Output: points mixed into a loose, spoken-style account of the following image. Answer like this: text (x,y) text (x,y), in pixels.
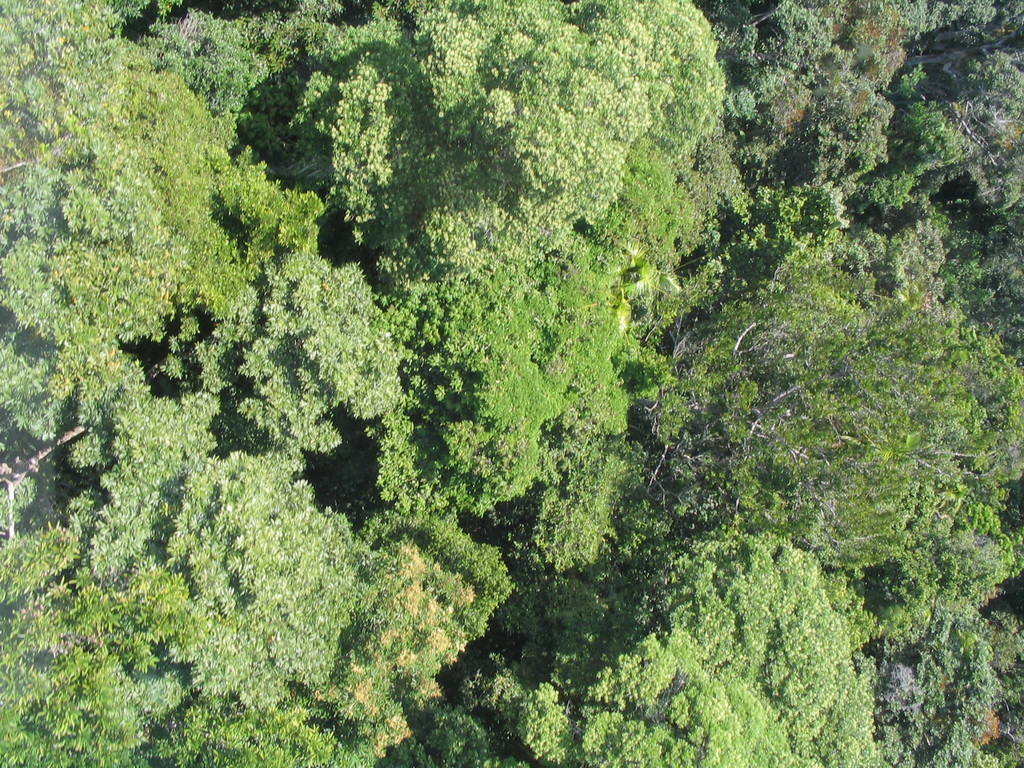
In this image we can see an outside view of a group of trees (338,131).
